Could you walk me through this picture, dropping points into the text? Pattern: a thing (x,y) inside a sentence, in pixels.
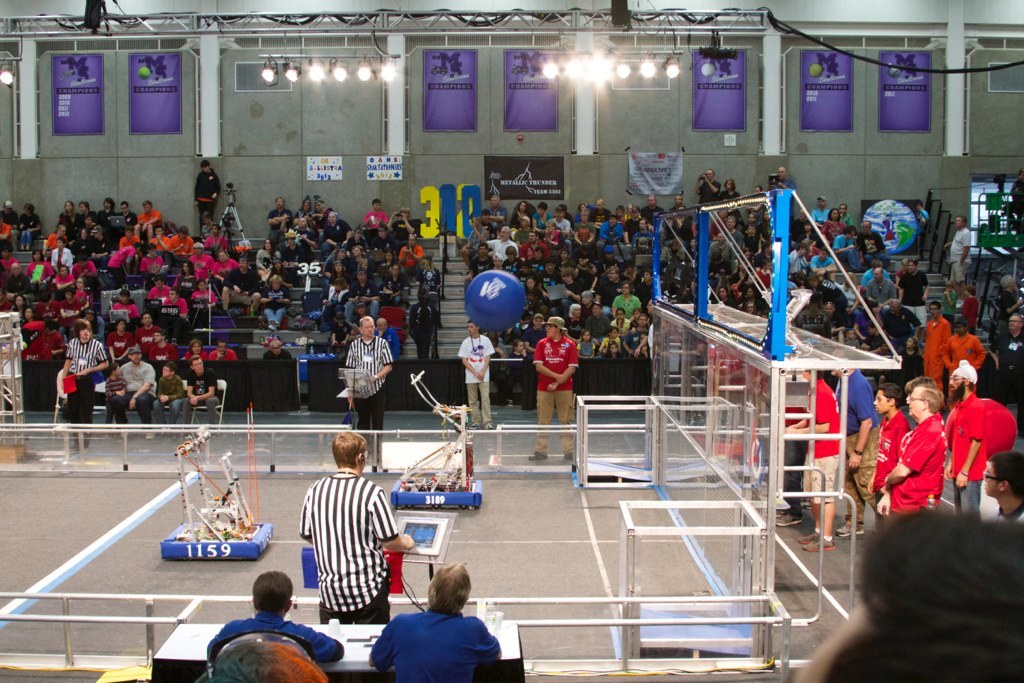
It is a stadium (301,406) and in between the stadium (62,428) the players (822,408) are playing a game and around the stadium (414,160), the crowd (184,230) is sitting and watching the game.
